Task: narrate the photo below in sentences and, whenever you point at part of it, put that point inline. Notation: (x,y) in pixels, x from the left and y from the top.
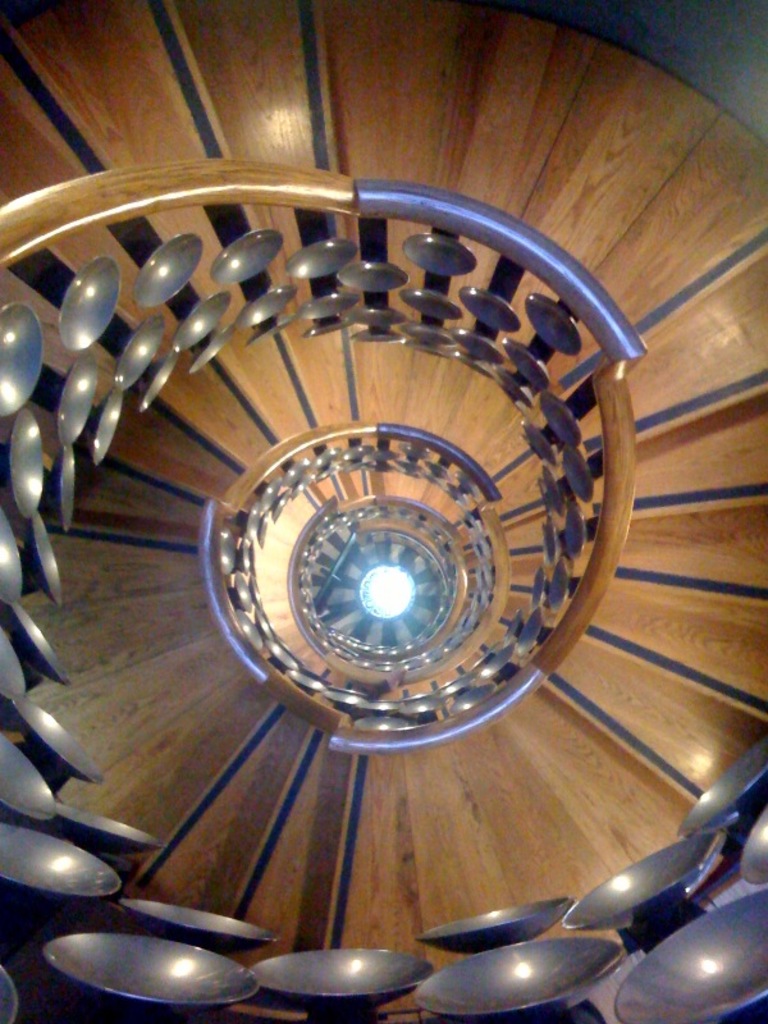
In this image we can see a wooden staircase (477,523), and there is a light (387,603).
